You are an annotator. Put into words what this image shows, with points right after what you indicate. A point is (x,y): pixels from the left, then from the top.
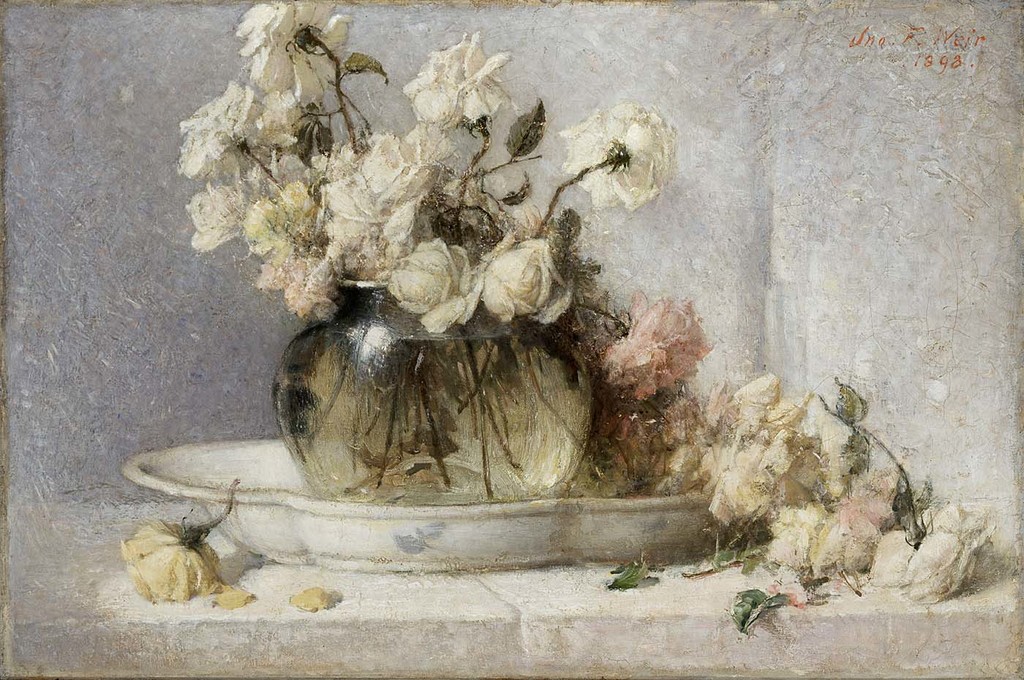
In this picture we can see the painting (410,444) of flower vase (488,337) containing flowers (543,237) and we can see a white color object (581,529) and some flowers (771,482). In the top right corner (944,33) we can see the text (930,49) on the image.
